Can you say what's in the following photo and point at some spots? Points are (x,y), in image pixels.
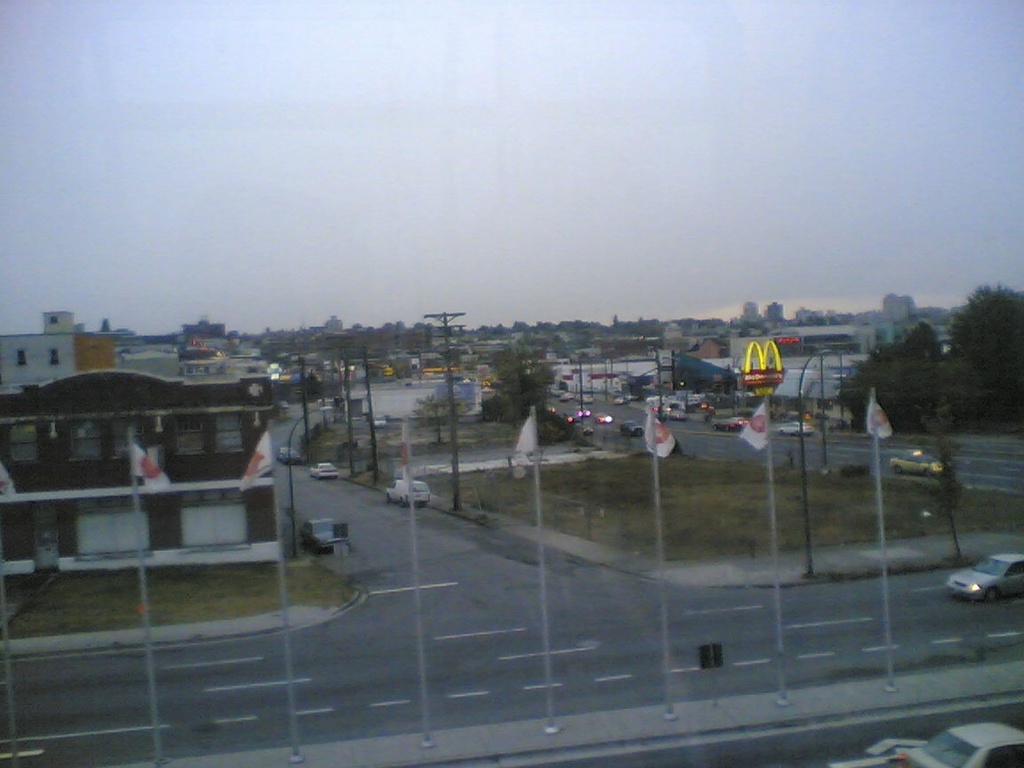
These are the flags (885,424), which are hanging to the poles (875,442). I can see the vehicles (665,403) on the roads (827,630). These are the buildings (100,434) and the trees (506,379). This looks like a logo (766,386) with the lighting's (763,371). I think these are the current poles (444,338). Here is the sky (716,149).
